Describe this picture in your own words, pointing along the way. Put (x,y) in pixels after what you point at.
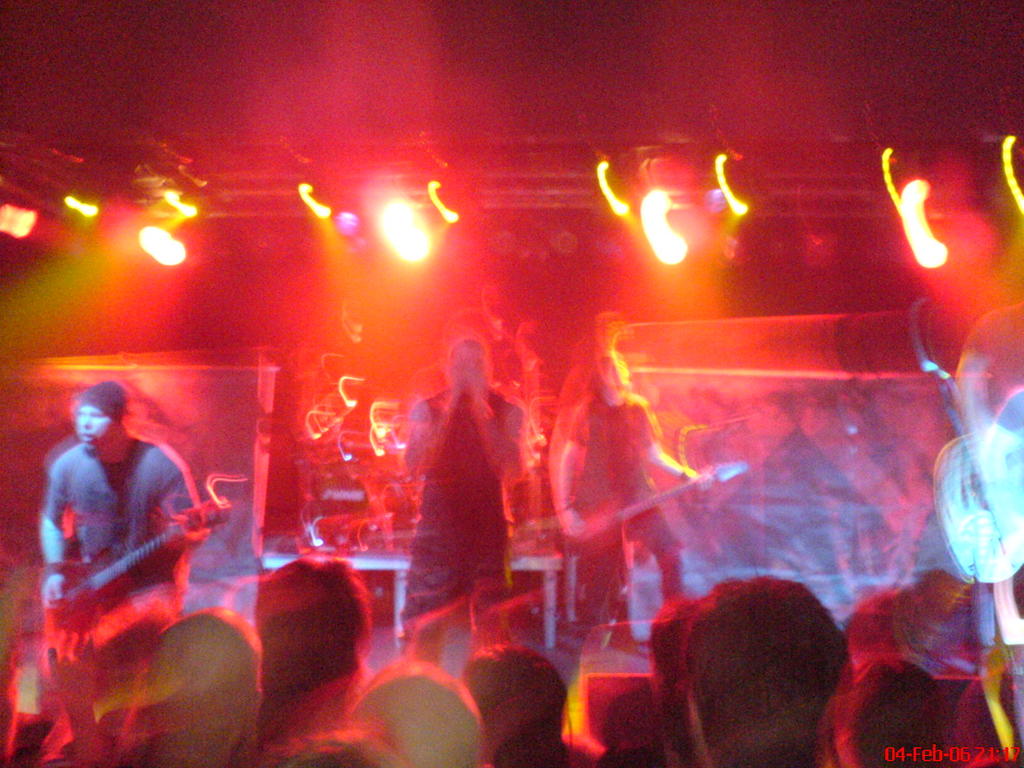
In this image there are group people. The person (678,473) standing at the left side of the image (114,563) and standing in the middle (625,464) are playing guitar (100,579). There are people (339,624) at the bottom (554,712) in front of the stage (706,580).
